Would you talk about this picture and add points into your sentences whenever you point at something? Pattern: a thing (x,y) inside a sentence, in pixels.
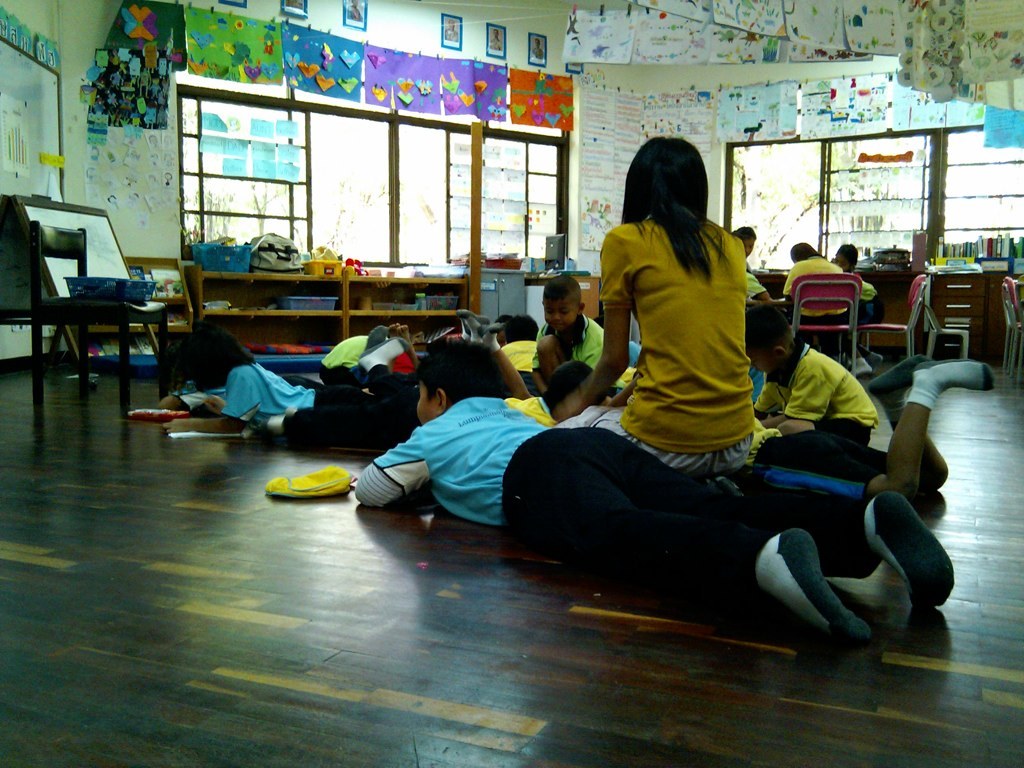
Here we can see some persons (524,438) are laying on the floor (252,555). This is chair (38,346) and there is a board (106,230). Here we can see some persons (861,305) are sitting on the chairs (856,301). On the background (641,131) we can see many posters (645,104) on the wall (846,70). This is window (859,226) and there is a table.
